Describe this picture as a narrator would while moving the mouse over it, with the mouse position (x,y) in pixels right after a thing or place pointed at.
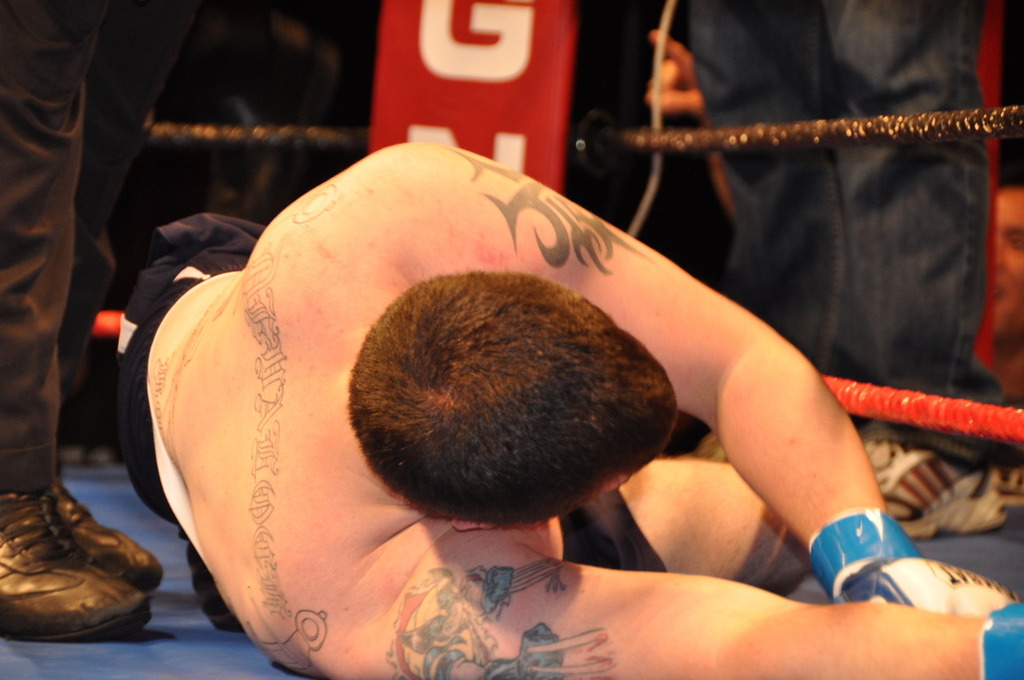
In the center of the image (377,259) there is a person (272,309) laying on the ground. On the left side of the image (35,127) we can see persons legs (74,250). On the right side of the image (854,267) we can see persons legs (892,283) and person (1016,230). In the background (628,138) we can see ropes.
